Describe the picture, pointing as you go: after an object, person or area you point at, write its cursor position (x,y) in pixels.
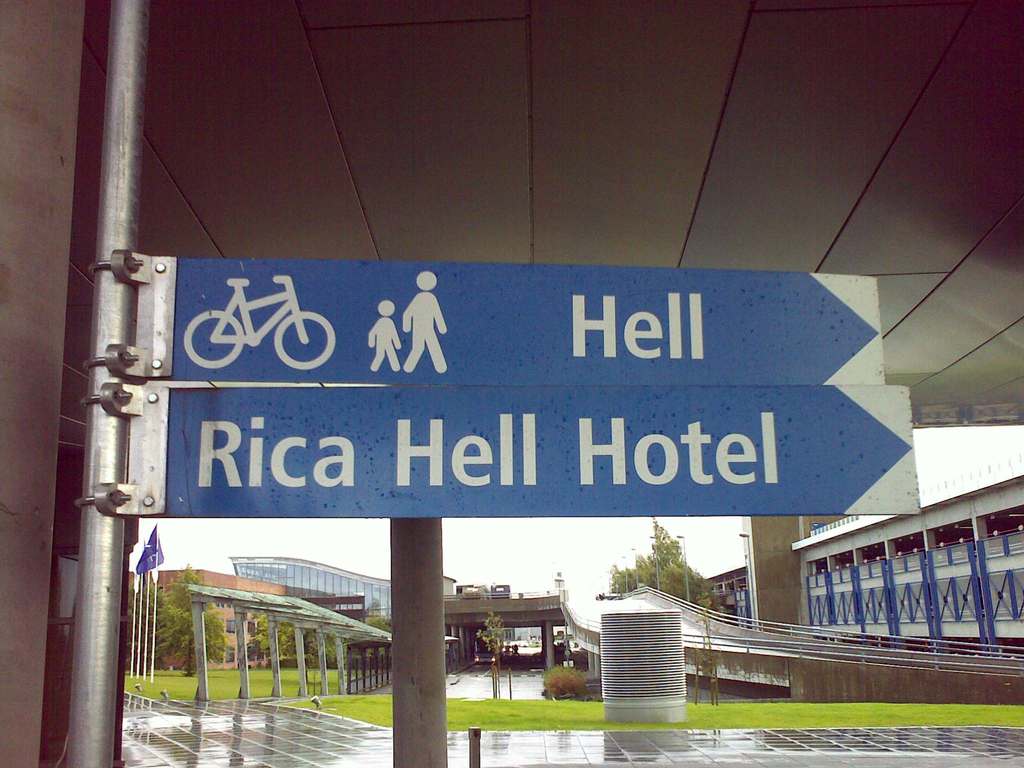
In this picture we can see few sign boards (461,351), poles (273,684) and grass (708,723), in the background (452,658) we can find few flags (142,551), buildings (980,578) and trees (670,555).
